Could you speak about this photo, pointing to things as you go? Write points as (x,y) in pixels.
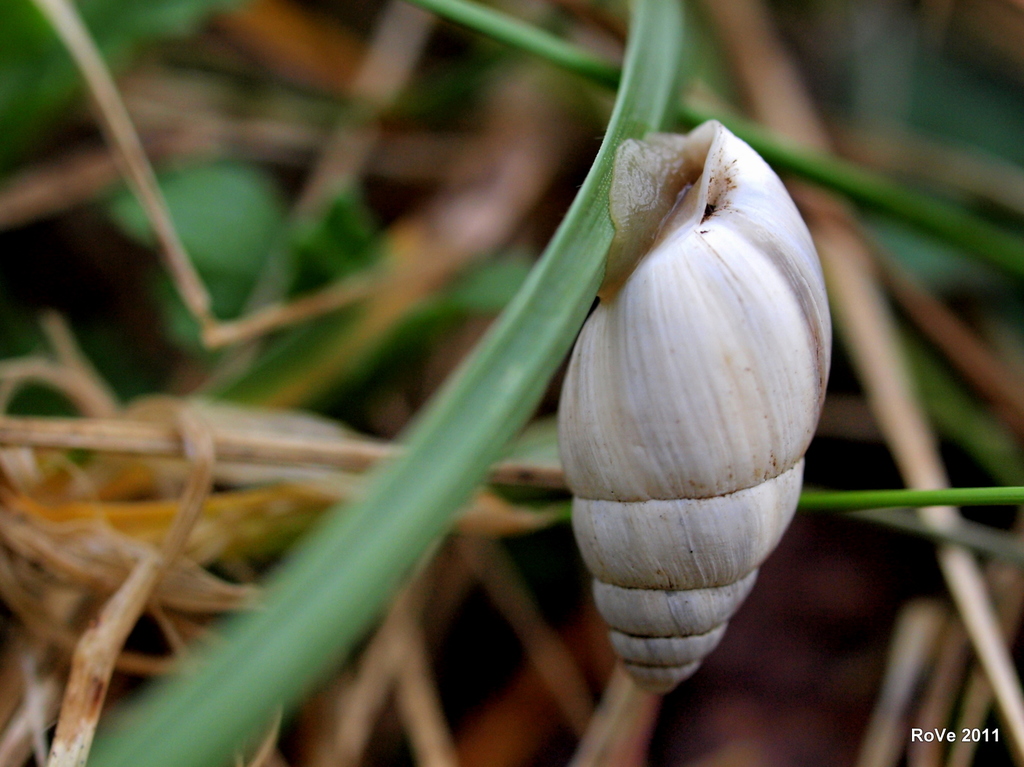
In this picture I can observe shell (726,368) on the right side (733,410). In the bottom right side (953,732) I can observe text (948,742). The background (274,195) is blurred.
